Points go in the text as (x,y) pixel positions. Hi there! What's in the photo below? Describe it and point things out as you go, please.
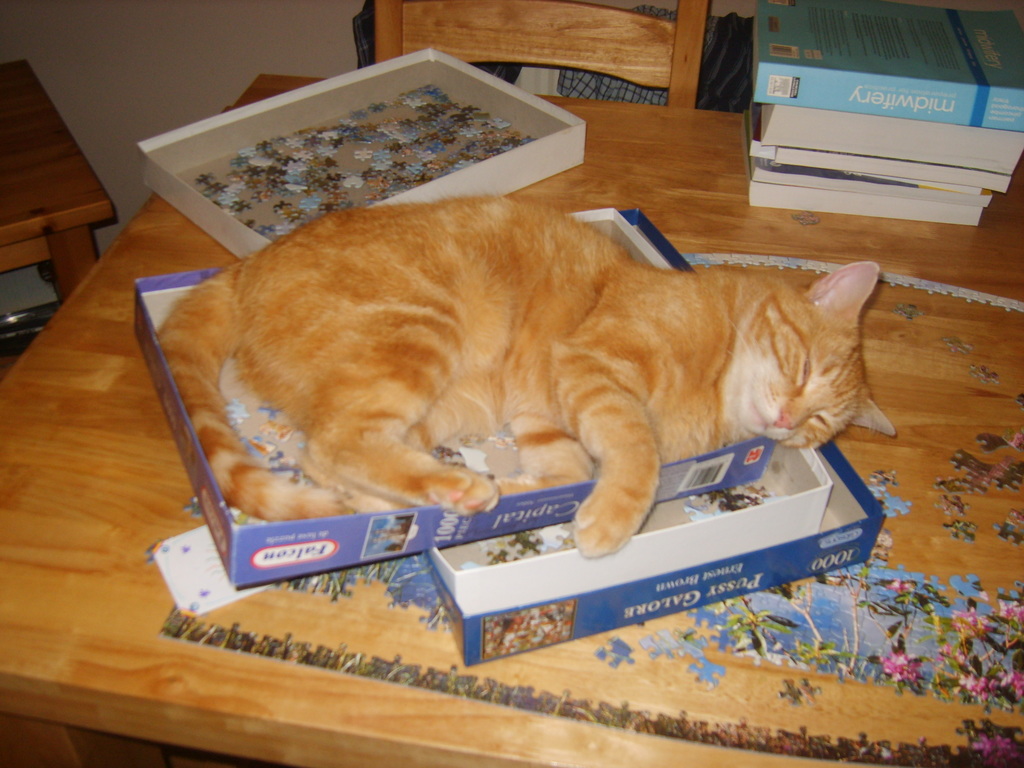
In this image i can see a cat (767,339) sleeping on the box (312,551) which is on the table (635,661), and in the background (371,199) i can see a wall (187,51), a jigsaw puzzle (317,146) and a chair (641,49) with few books (869,128).
